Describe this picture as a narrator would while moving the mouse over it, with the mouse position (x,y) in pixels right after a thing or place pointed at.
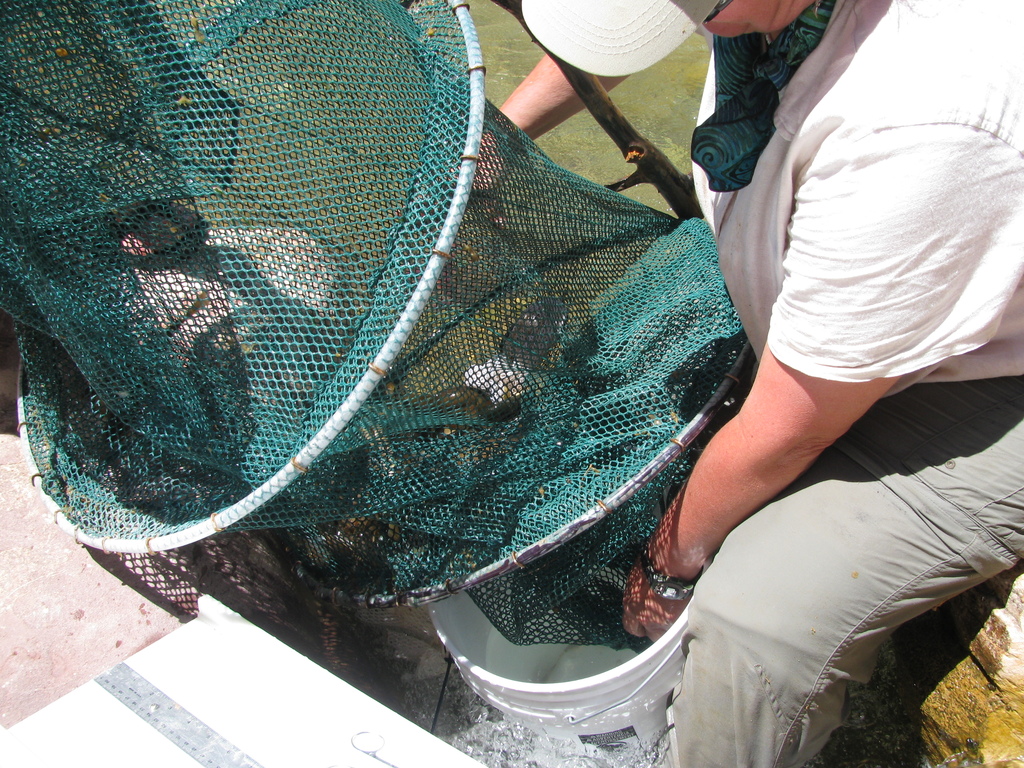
In the image I can see a person (719,499) who is holding the net (702,337) under which there is a bucket (668,657).
